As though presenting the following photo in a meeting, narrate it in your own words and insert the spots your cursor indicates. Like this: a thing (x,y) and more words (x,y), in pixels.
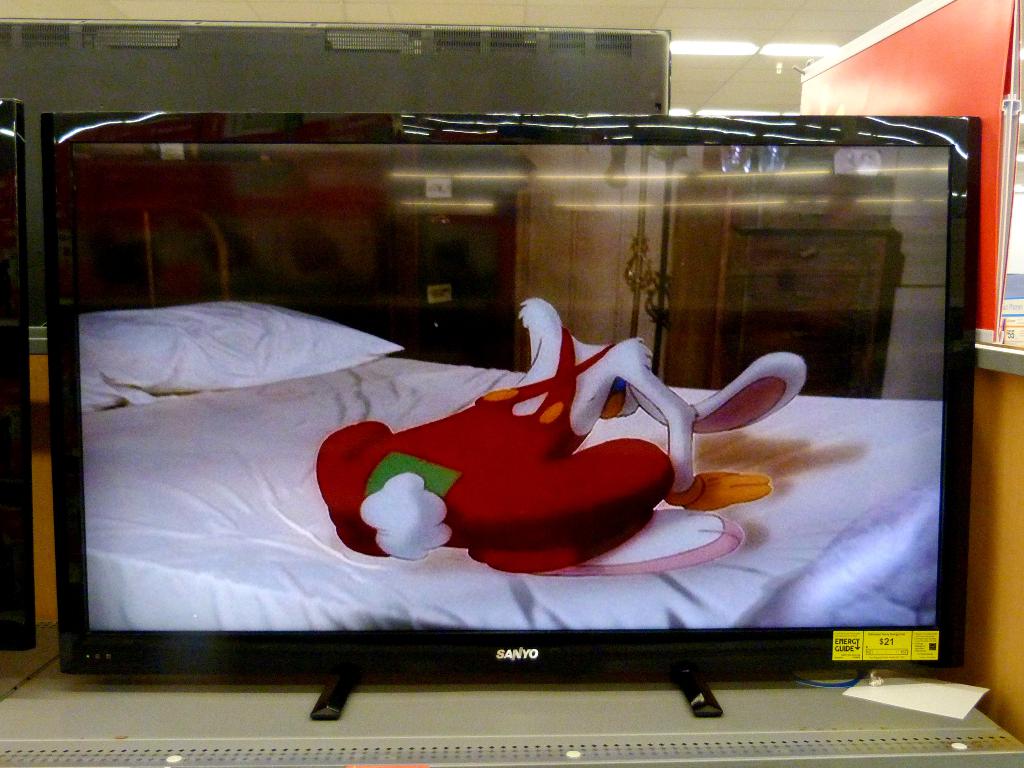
There is a monitor (454,330). In which, there is a cartoon image (644,351). In the background (800,57), there are lights (808,47) attached to the roof (775,84) and there are other objects (983,85).
